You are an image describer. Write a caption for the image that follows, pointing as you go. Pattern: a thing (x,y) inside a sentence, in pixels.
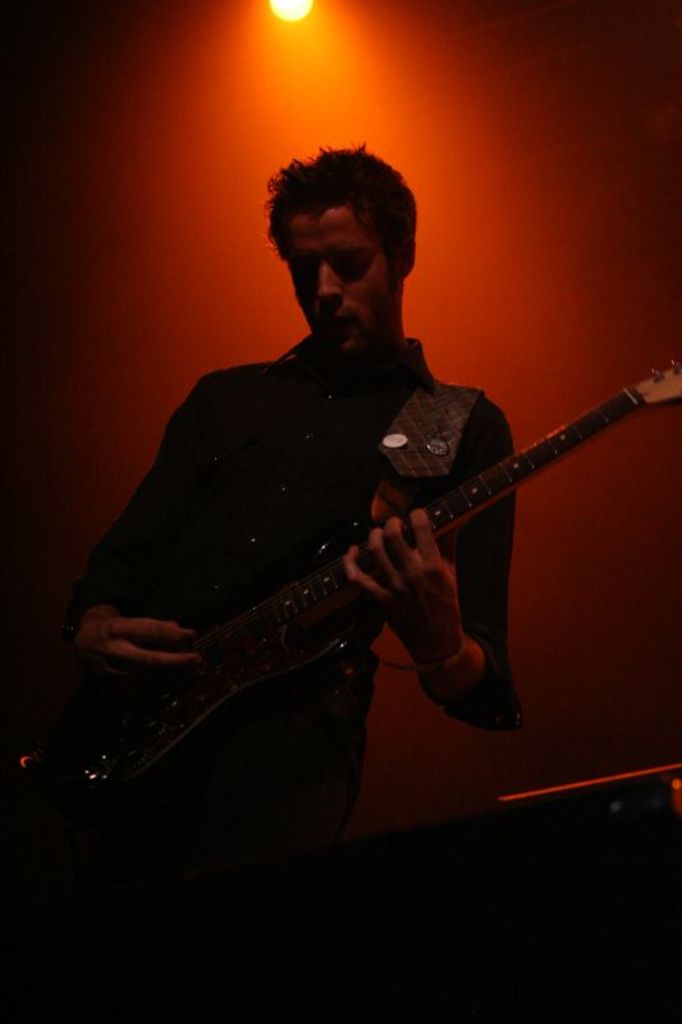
In this image I can see a person (344,396) standing and playing guitar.
